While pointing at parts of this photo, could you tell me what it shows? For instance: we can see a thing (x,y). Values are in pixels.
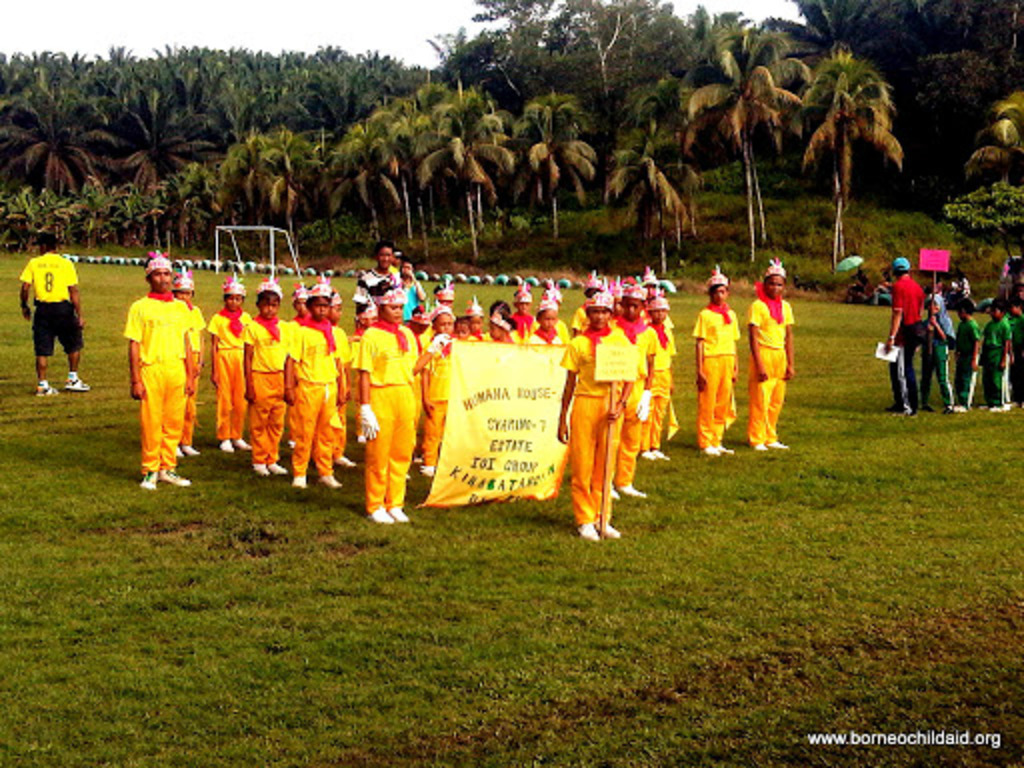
In this image there are group of kids (428,373) who are wearing the uniform (424,422) are standing on the ground (557,516) by holding the banner (510,436) and wearing the cap (476,314). In the background (240,266) there is a goal post (217,234) in the ground (201,286). Behind the goal post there are trees (503,62). On the right side (948,323) there are few other kids (937,343) who are holding the board (943,264). On the left side (51,284) there is a person (50,326) standing on the ground (29,392). At the top (416,44) there is the sky (412,42).
